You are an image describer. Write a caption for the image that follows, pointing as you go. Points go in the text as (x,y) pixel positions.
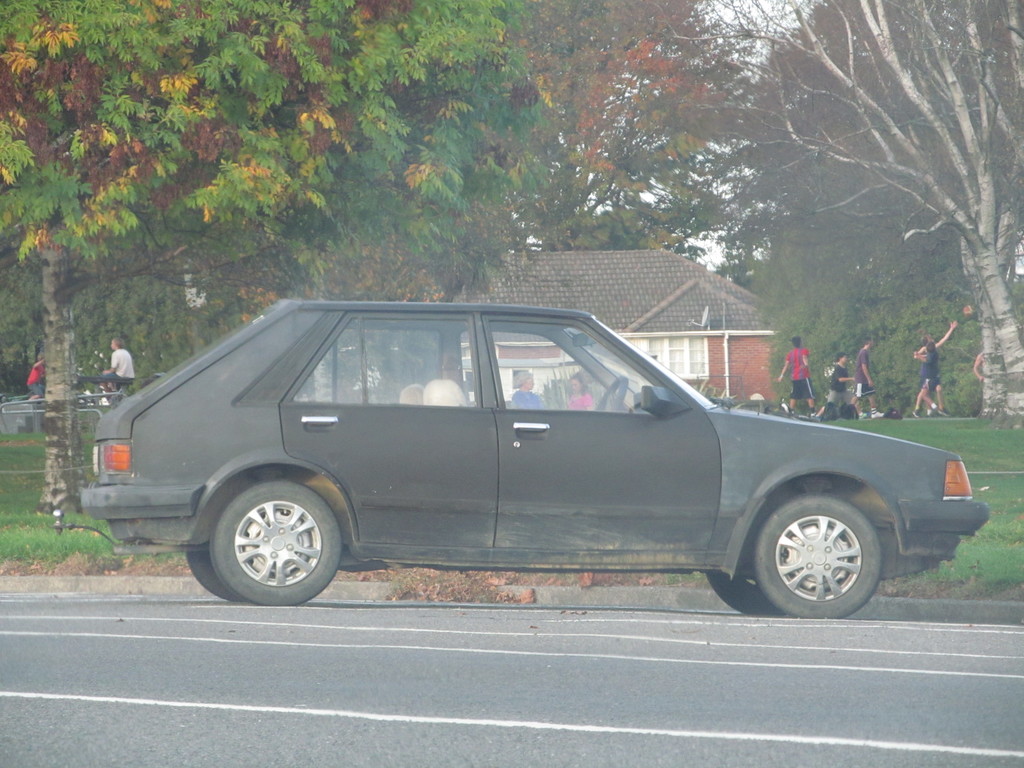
In this picture we can see a car (489,566) on the road (349,665), some people (938,386) on the grass (920,433), house (673,368), some objects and in the background (58,392) we can see trees (654,154).
